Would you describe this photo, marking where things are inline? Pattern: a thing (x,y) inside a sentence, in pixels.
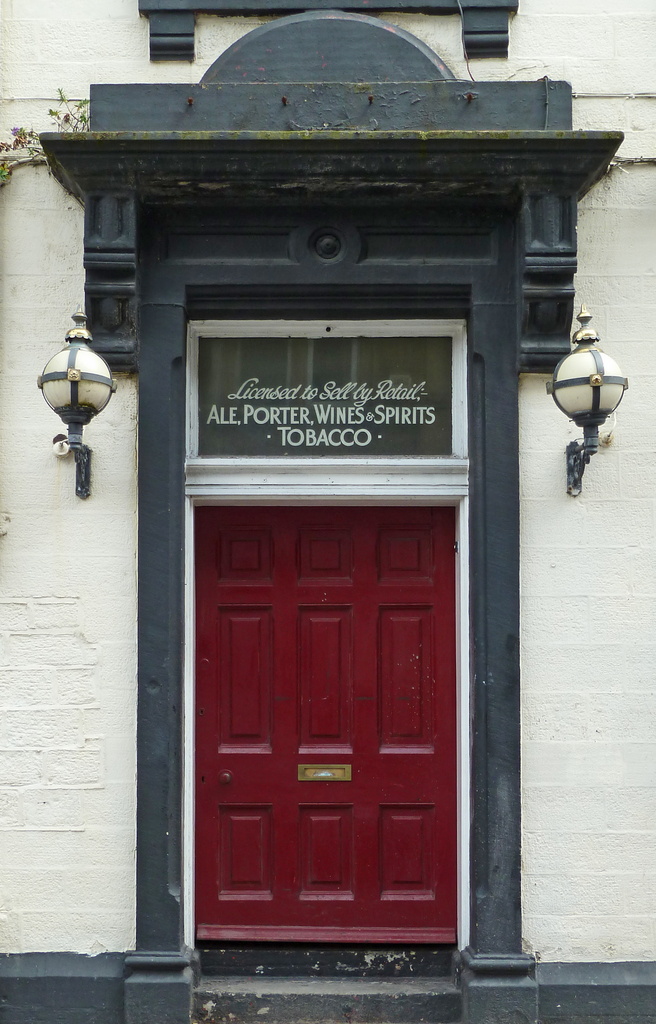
In this picture we can see a wall (126,708) with a door (307,629), name board (284,399) and lights (83,382).
